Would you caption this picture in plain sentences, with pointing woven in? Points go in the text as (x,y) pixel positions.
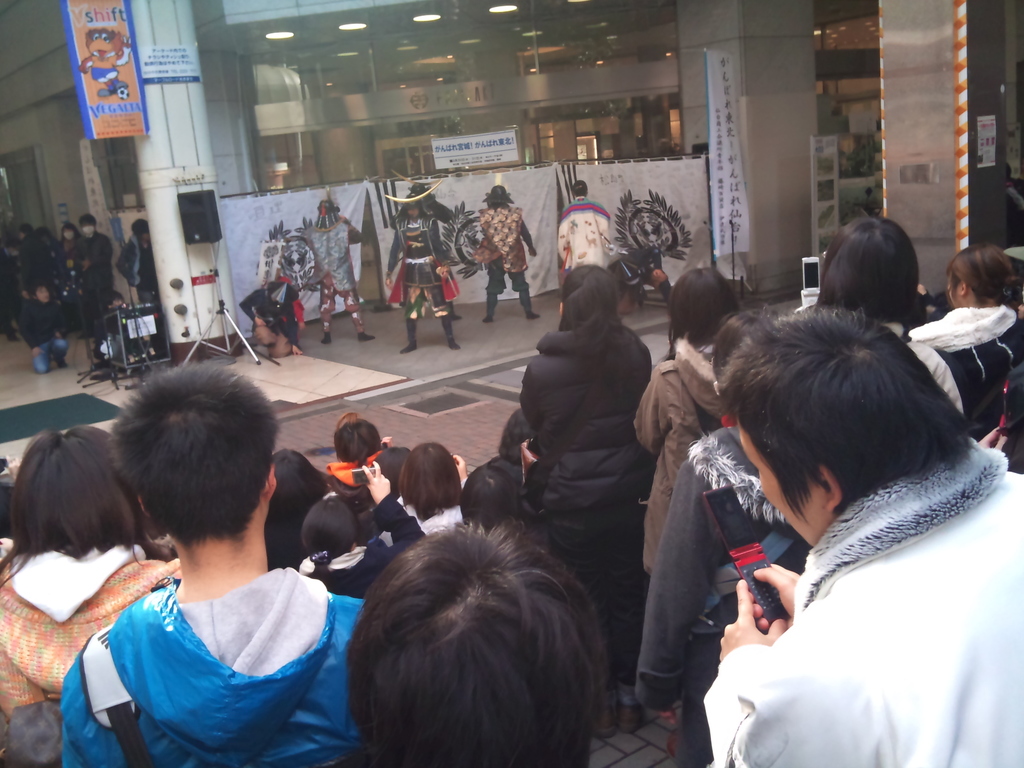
In this image we can see a few people (594,475), some of them are holding cell phones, in the middle of the image (433,267) there are few people (437,215) wearing different costumes (417,224), there is a speaker (207,224), and electrical instrument (144,353), there are pillars (148,9), wall (406,111), posters (108,93) with some text (719,147) on it, there are lights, glass wall (662,133), also we can see a board (124,76) with some text (135,119) and image (123,63) on it.
